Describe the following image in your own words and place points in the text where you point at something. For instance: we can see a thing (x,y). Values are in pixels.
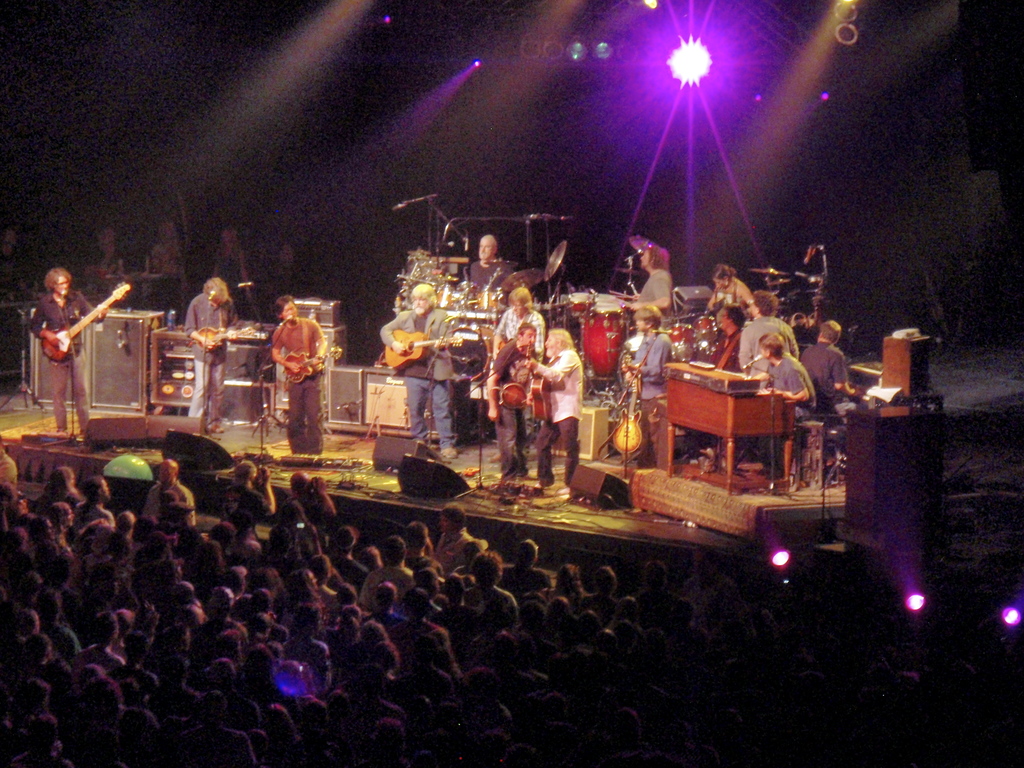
In this picture we can see some people (313,376) are standing on the stage (669,500) and playing guitar (299,378). And on the background (703,67) there is a light (703,67). Even we can see some people (371,650) are standing here and looking at them.
